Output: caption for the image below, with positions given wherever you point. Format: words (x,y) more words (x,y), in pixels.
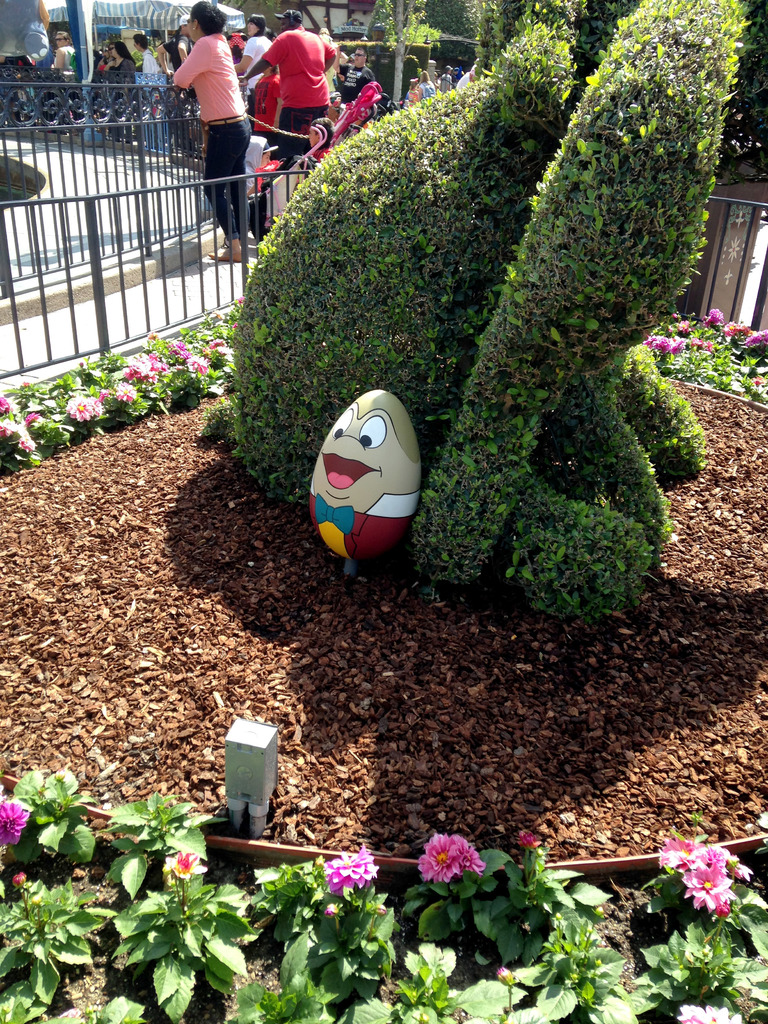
In this image I can see the flowers (472,871) on the plants (380,948). In the background (163,263), I can see a rail (139,232). I can see some people (276,89).
